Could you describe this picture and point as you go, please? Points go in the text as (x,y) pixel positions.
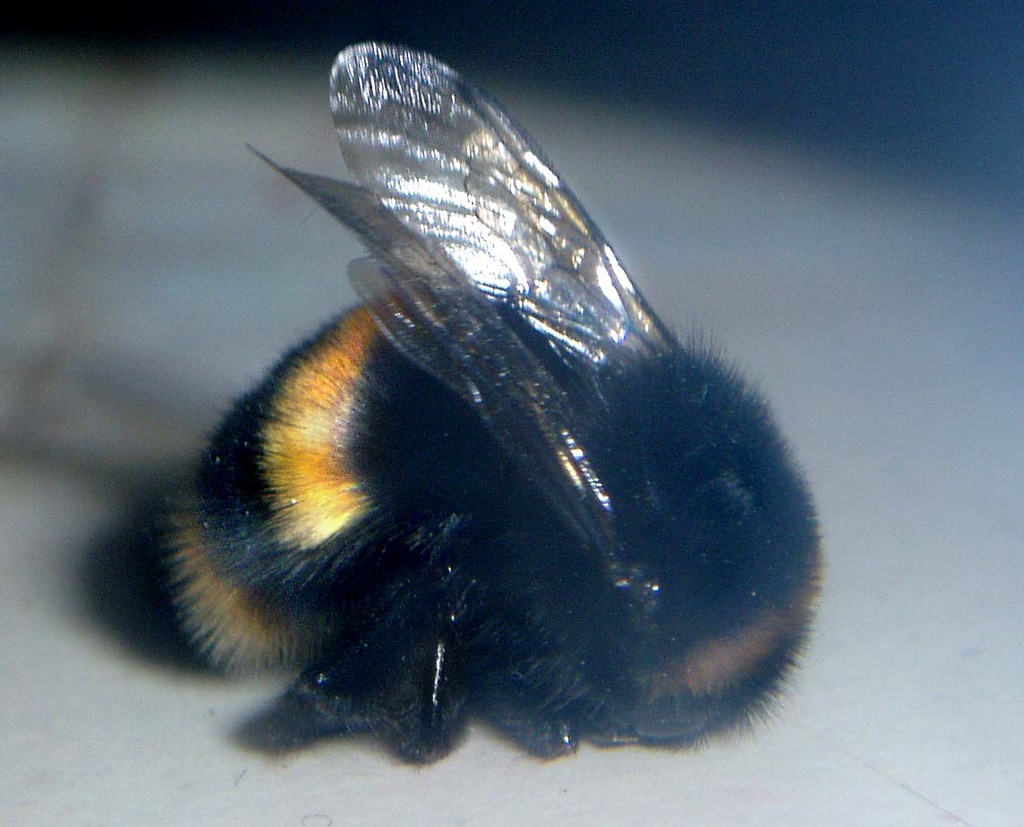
In this picture we can see an insect (411,642) on the white path (512,775).
